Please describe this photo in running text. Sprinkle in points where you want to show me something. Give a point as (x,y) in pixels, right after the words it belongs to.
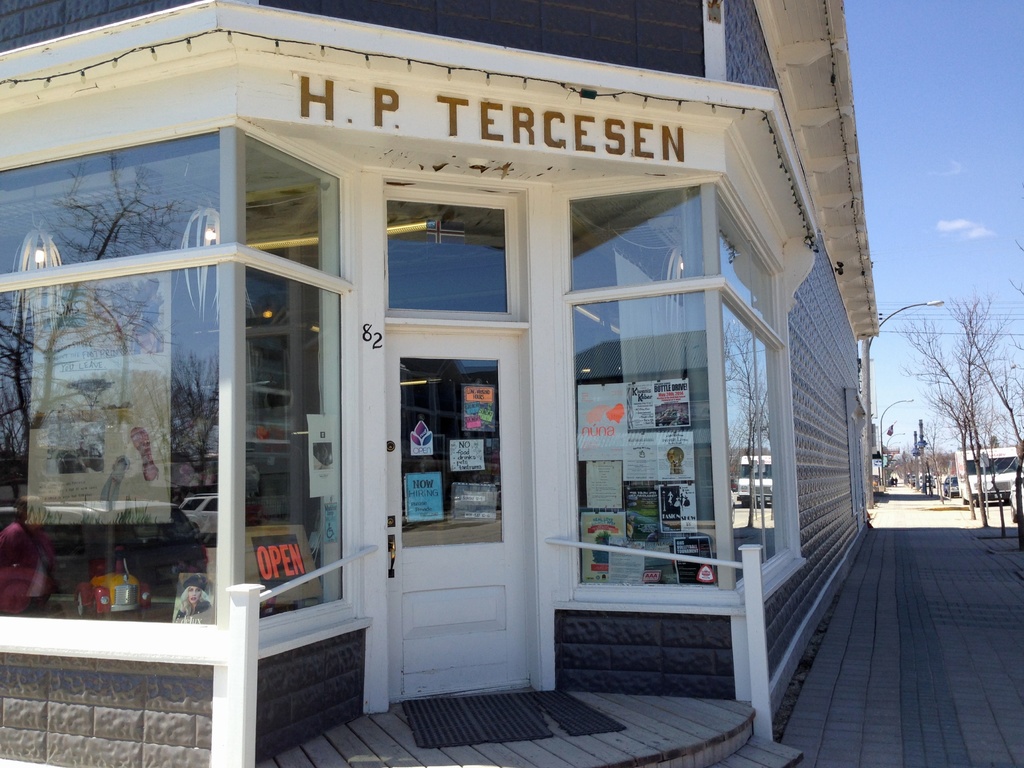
This picture is clicked outside the city. In front of the picture, we see a building (620,286). It has a white door (434,461) and glass windows (115,538). We see posters (585,437) are pasted on the glass (61,572). Beside that, we see a board (260,564) on which "OPEN" is written. At the bottom (663,722), we see the door mat (479,699) and staircase (674,716). In the right bottom (907,601), we see the road (945,610), poles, street lights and trees (936,464). We even see the vehicles (956,465) are parked along the road (886,686). In the right top (981,134), we see the sky (898,172) and the wires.
